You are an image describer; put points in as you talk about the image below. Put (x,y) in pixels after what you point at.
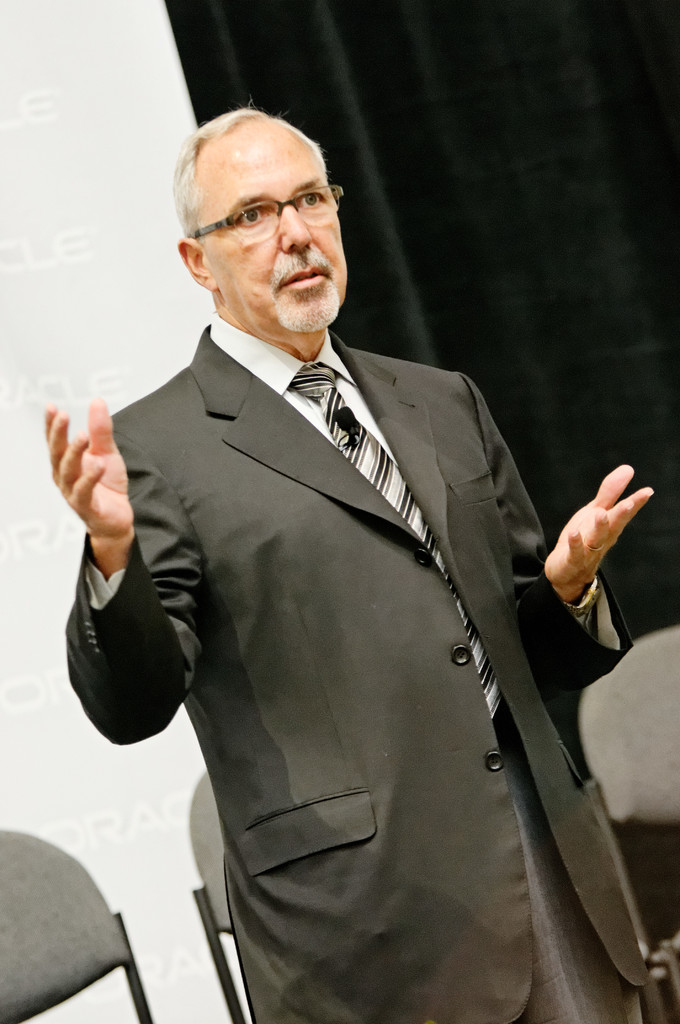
In the picture I can see a person (356,568) wearing black suit (362,587) is standing and speaking and there are three chairs (205,927) behind him and there are some other objects (196,959) in the background (138,958).
